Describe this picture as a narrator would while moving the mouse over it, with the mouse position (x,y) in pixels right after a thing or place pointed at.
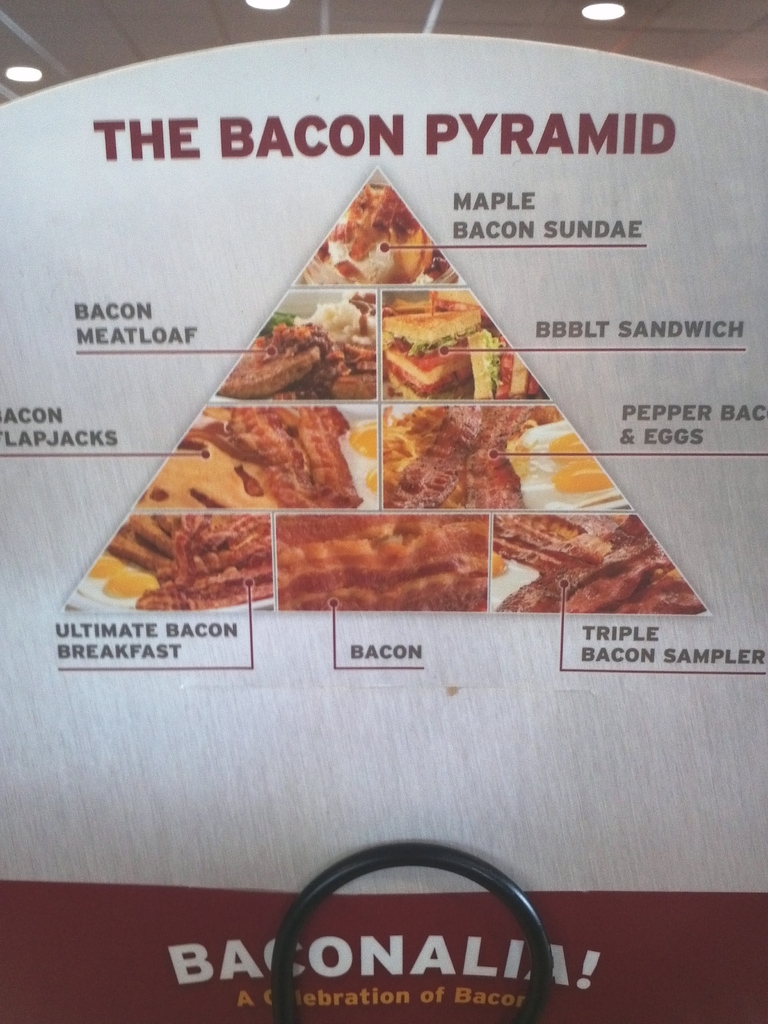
This picture shows a poster (92,245) and we see text (121,317) on it and we see lights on the roof (56,35).
